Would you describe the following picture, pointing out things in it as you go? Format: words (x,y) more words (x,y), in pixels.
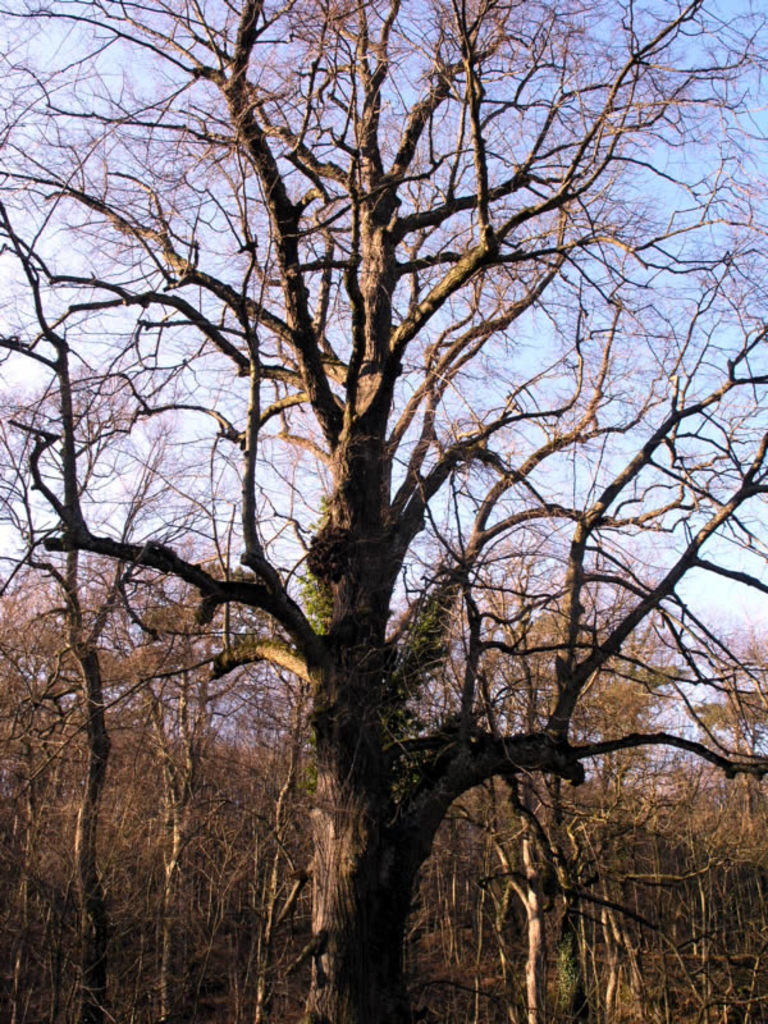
In this image we can see bare trees (383,691). In the background (520,372) there is sky (513,610).
